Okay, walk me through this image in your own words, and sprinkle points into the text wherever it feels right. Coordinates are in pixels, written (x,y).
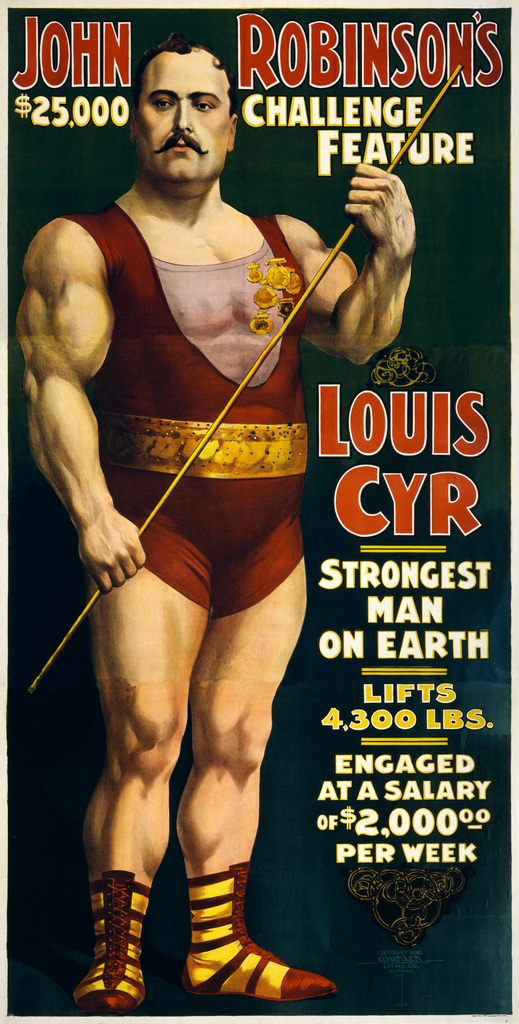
In this picture we can see an object (445,481) seems to be the poster (323,669) on which we can see the text (386,581), numbers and picture (158,224) of a man (147,258) holding an object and standing.
